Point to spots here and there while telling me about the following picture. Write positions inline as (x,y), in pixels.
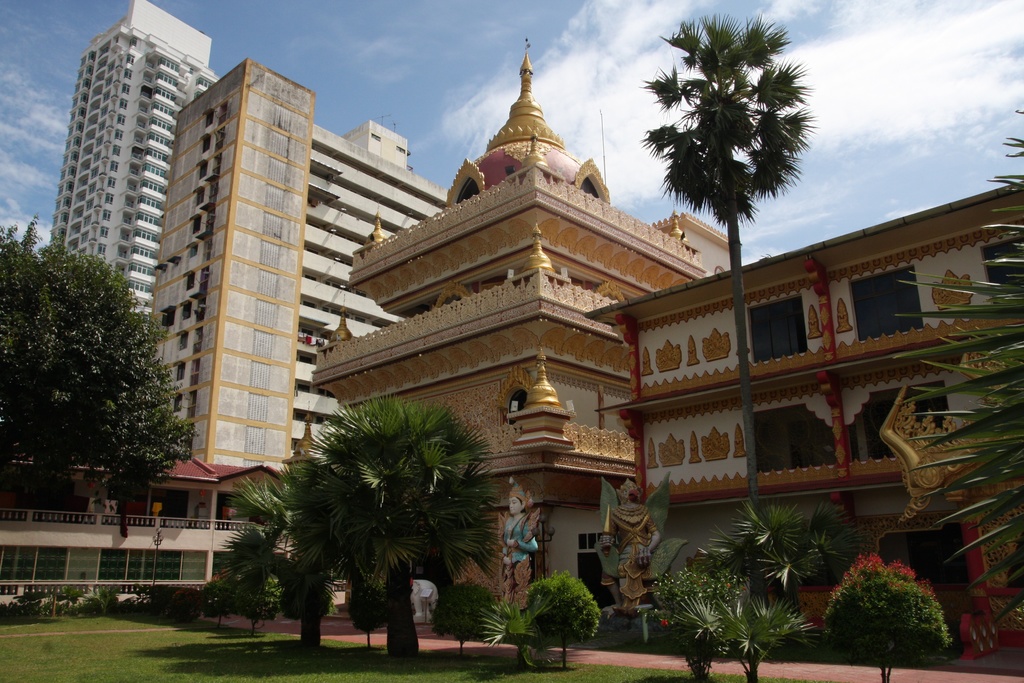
In this image we can see a temple (655,390). There are few buildings (282,108) in the image. There is a sky (339,43) in the image. There are many trees (118,348) and plants (780,533) in the image. There is a grassy land (62,621) in the image.
